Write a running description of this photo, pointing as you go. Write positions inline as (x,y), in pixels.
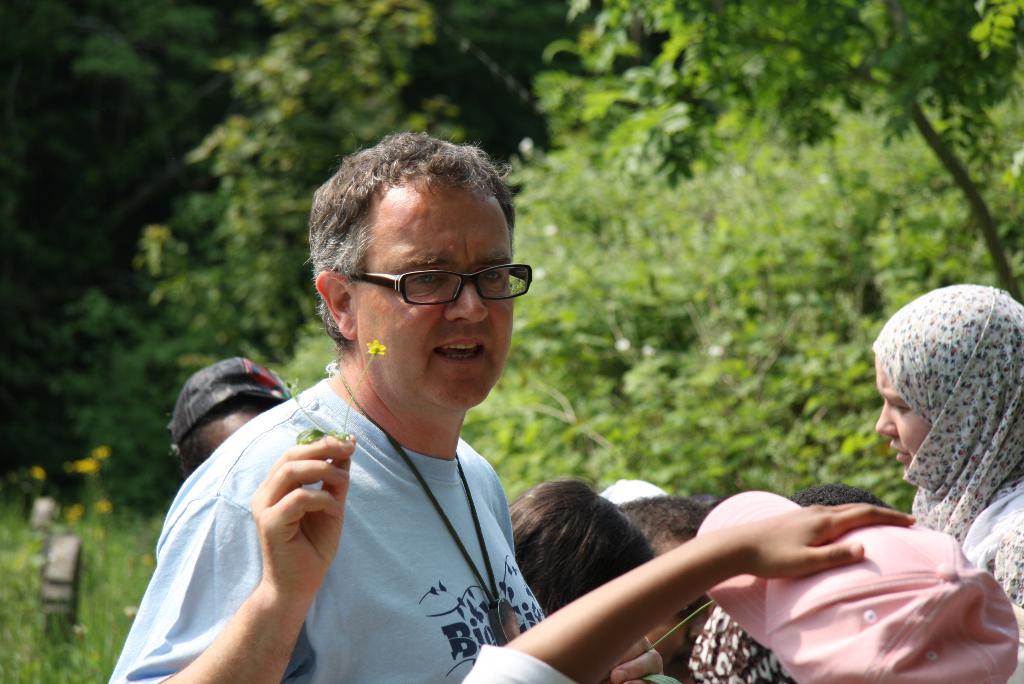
This image consists of a man (458,502) holding small flowers (329,433). On the right (809,529), we can see few persons (828,541). In the background (662,288), there are trees (649,275).
